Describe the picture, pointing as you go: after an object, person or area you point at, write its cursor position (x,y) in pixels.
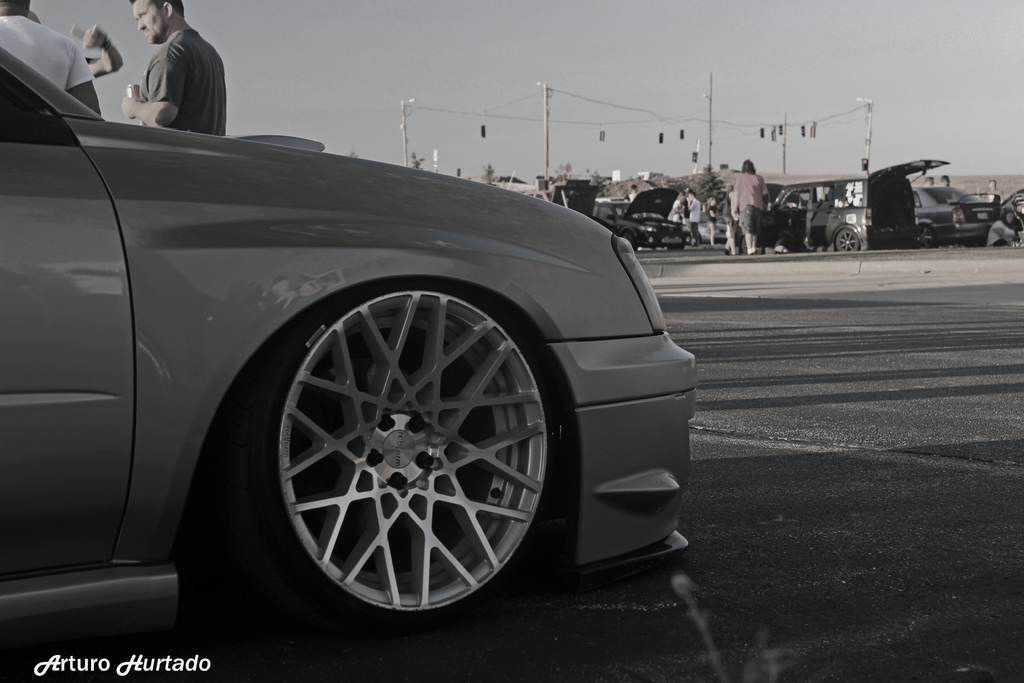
In this image we can see a car (255,204) parked on the road (590,596) and group of vehicles (642,212) placed on the road (756,611). In the background (198,99), we can see a group of people (681,220) standing on the road (745,622). One person (218,105) is holding can (135,91) in his hand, group of poles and the sky (771,73).
